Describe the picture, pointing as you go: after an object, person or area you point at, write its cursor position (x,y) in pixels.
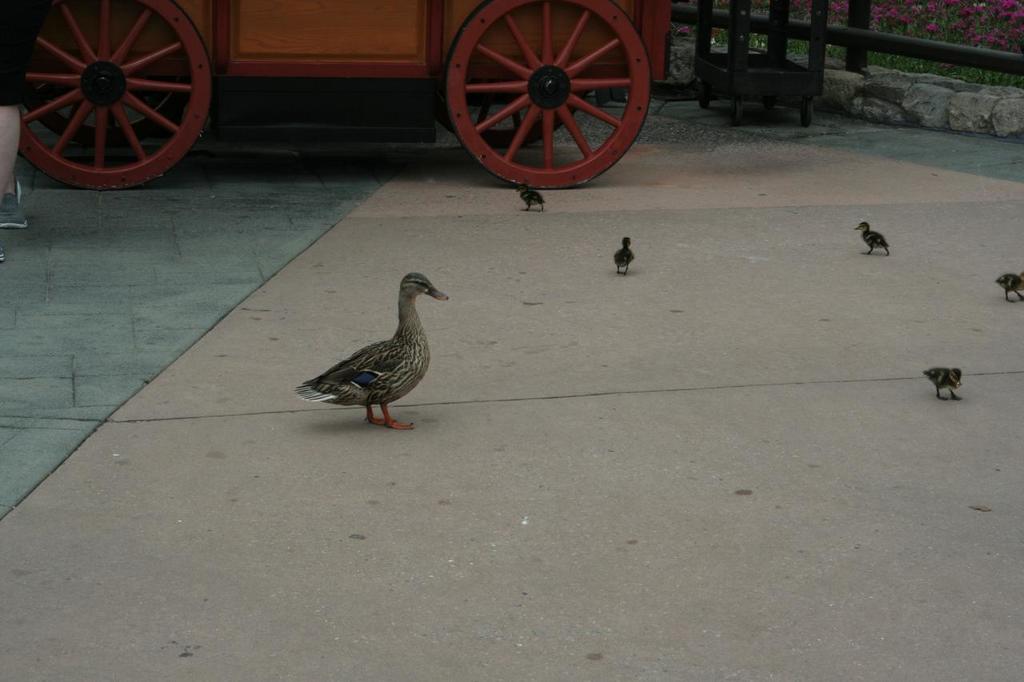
In this picture we can see birds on the surface (486,241), carts (325,86) and rods (866,53). In the background of the image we can see flowers (840,7).
